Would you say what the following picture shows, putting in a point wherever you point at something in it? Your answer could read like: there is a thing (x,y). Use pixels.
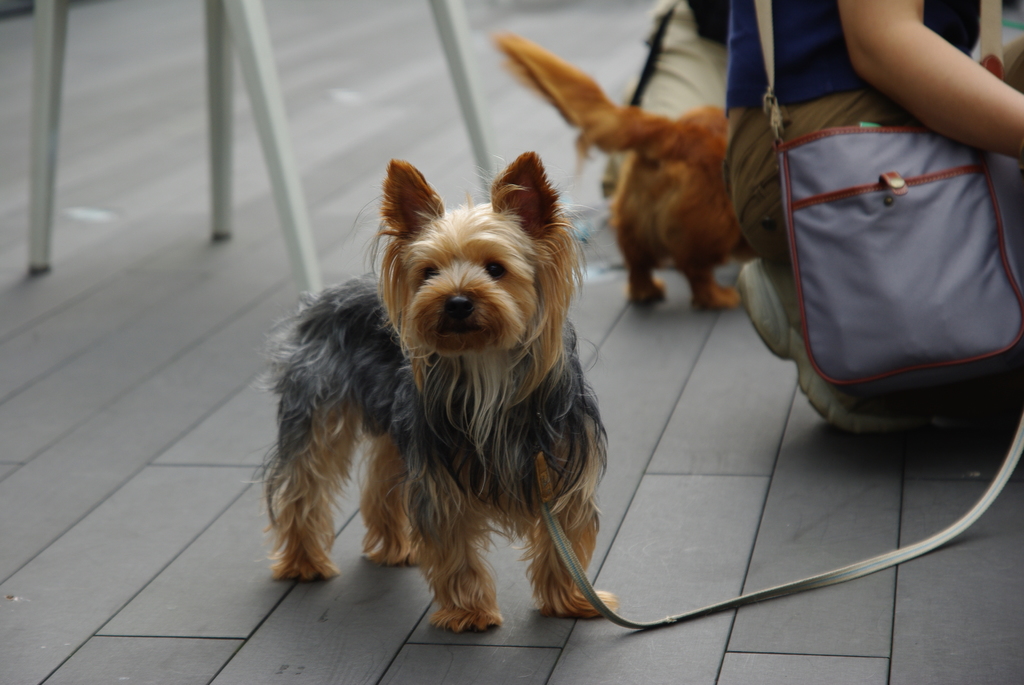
In this image in the center (483,361) there is one dog (473,315), and in the background (652,202) there are two persons (747,83) and one dog (642,188). At the bottom (711,556) there is a floor (675,503), and on the top of the left corner (49,43) there are some sticks (455,64).
